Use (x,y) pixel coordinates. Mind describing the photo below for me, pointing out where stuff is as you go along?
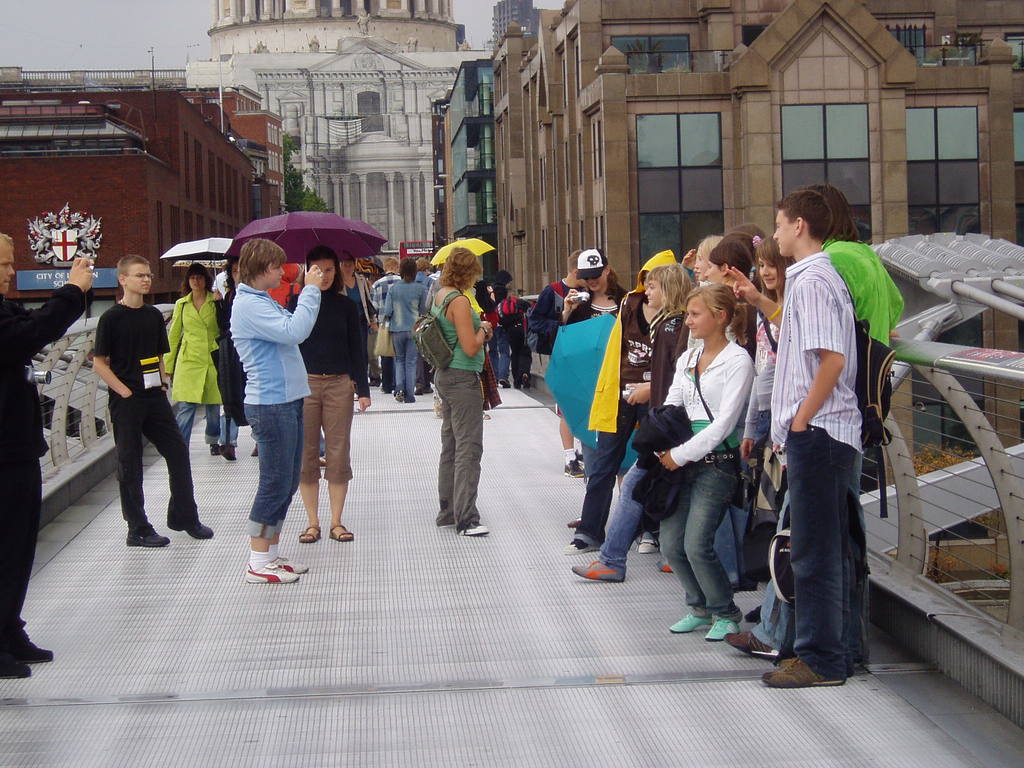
In this image, we can see a group of people (758,449) are standing on the bridge (1003,446). Few holding some objects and wearing bags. Background (854,168) there are so many buildings (457,190), walls (536,190), glasses (840,178), trees (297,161) and sky (117,41).
